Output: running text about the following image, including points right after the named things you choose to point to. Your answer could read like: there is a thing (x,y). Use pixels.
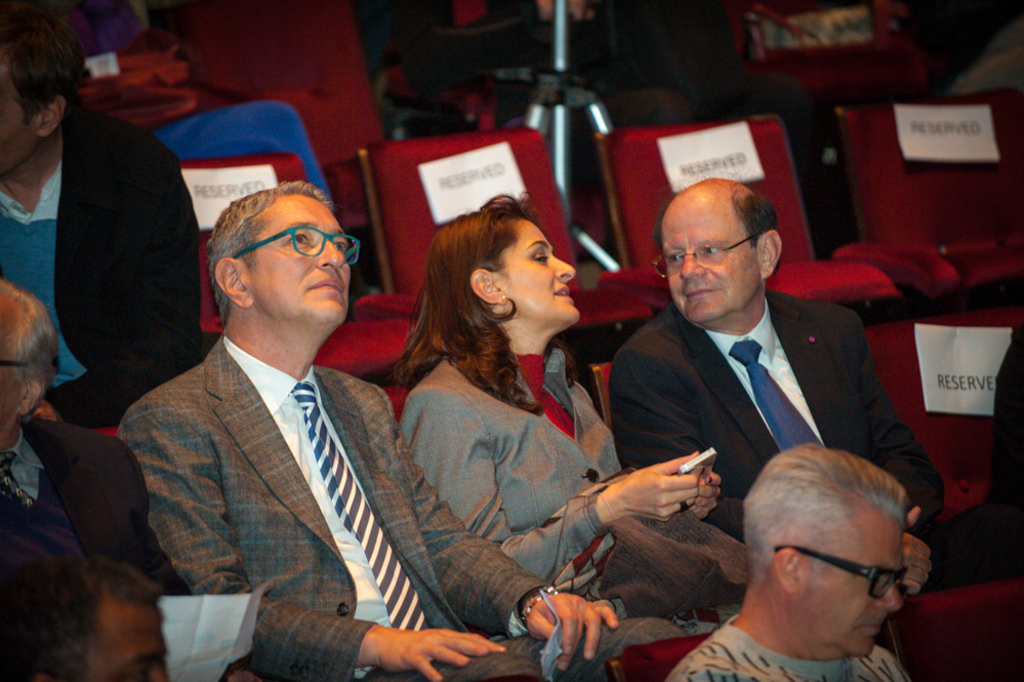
This image is taken indoors. In this image a few people (168,239) are sitting on the chairs (920,400). In the middle of the image (499,332) a woman (525,549) is sitting on the chair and she is holding a mobile phone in her hands (608,499) and there are many empty chairs (538,141) with a few posters (943,387) and text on them.
